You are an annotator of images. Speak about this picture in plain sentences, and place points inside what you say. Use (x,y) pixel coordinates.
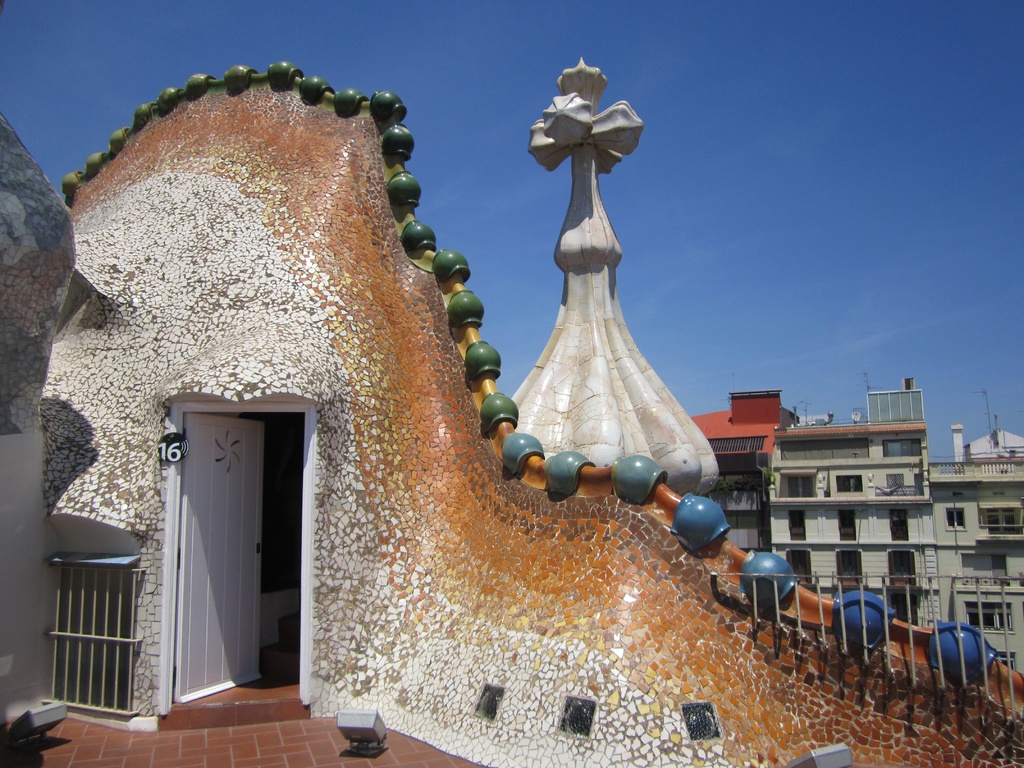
This image is taken outdoors. At the top of the image (749,143) there is the sky (74,31). In the background (803,458) there are a few buildings (929,541) with walls (935,552), windows (910,562), doors (905,550) and roofs (863,432). On the left side of the image (222,628) there is an architecture (610,546) with walls (134,372) and a door (213,552). There is a railing (99,648). At the bottom of the image (139,754) there is a floor (115,747).
